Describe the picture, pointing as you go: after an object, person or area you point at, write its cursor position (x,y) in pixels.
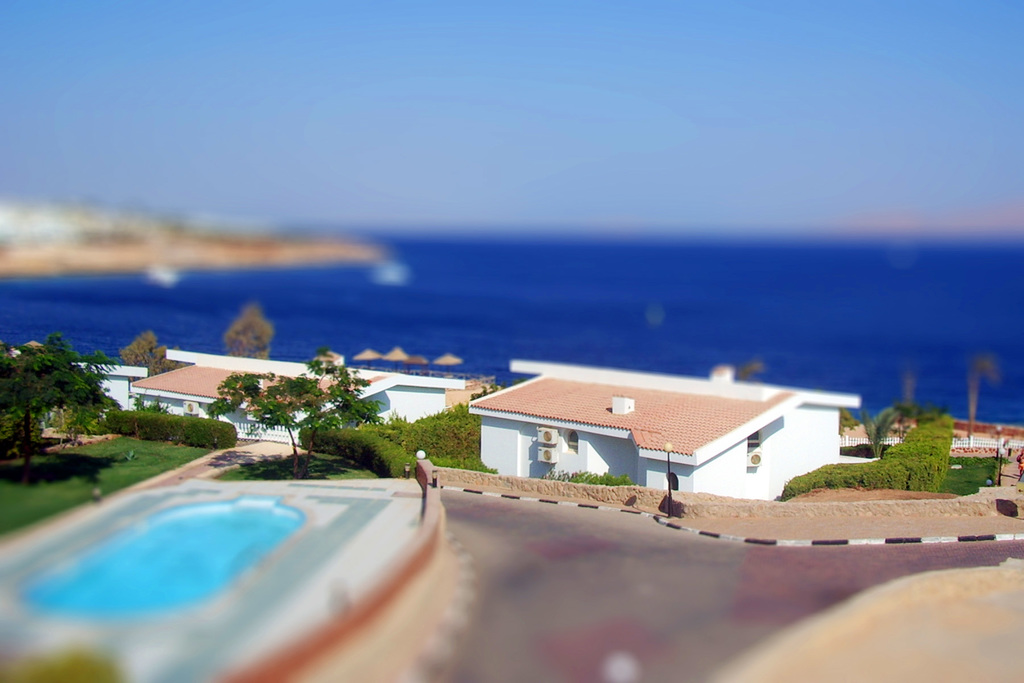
There are buildings (149,402) and trees (93,416) in the middle of this image (396,395) and we can see a surface of water (591,327) behind these buildings (110,390). The sky (528,135) is at the top of this image (518,135). There is a swimming pool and a road (690,599) at the bottom of this image (643,584).
